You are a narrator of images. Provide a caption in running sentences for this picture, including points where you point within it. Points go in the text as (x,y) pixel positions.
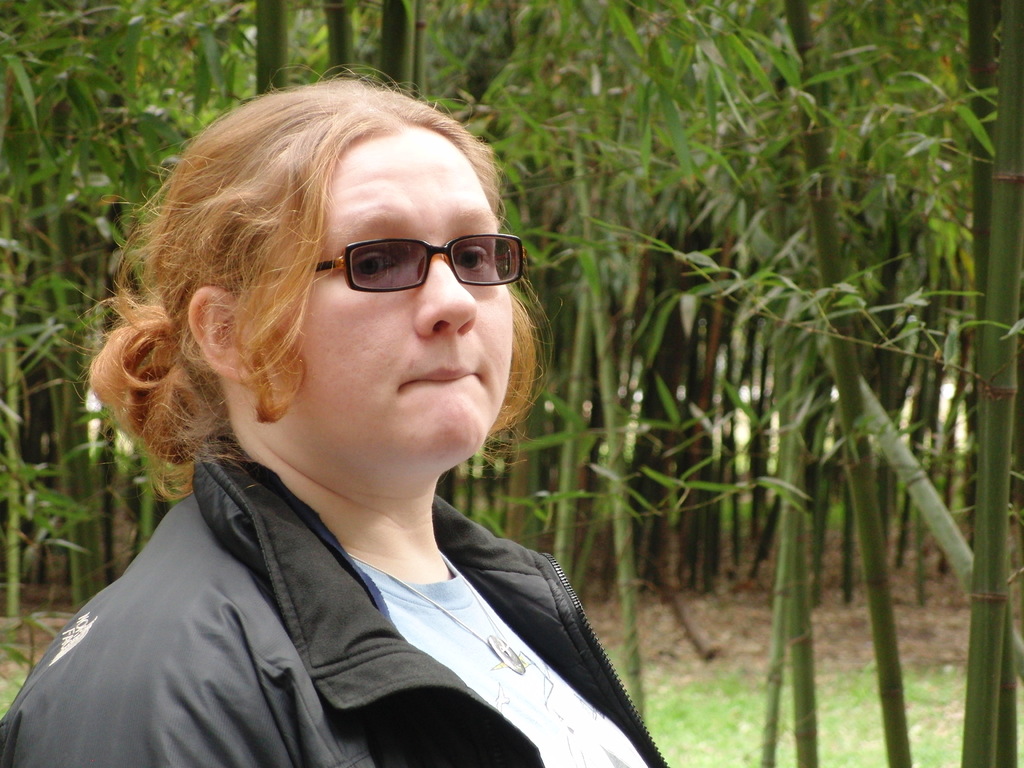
There is a lady (340,86) in the foreground area of the image (410,291) wearing glasses (327,267) and greenery (660,163) in the background (660,163).
